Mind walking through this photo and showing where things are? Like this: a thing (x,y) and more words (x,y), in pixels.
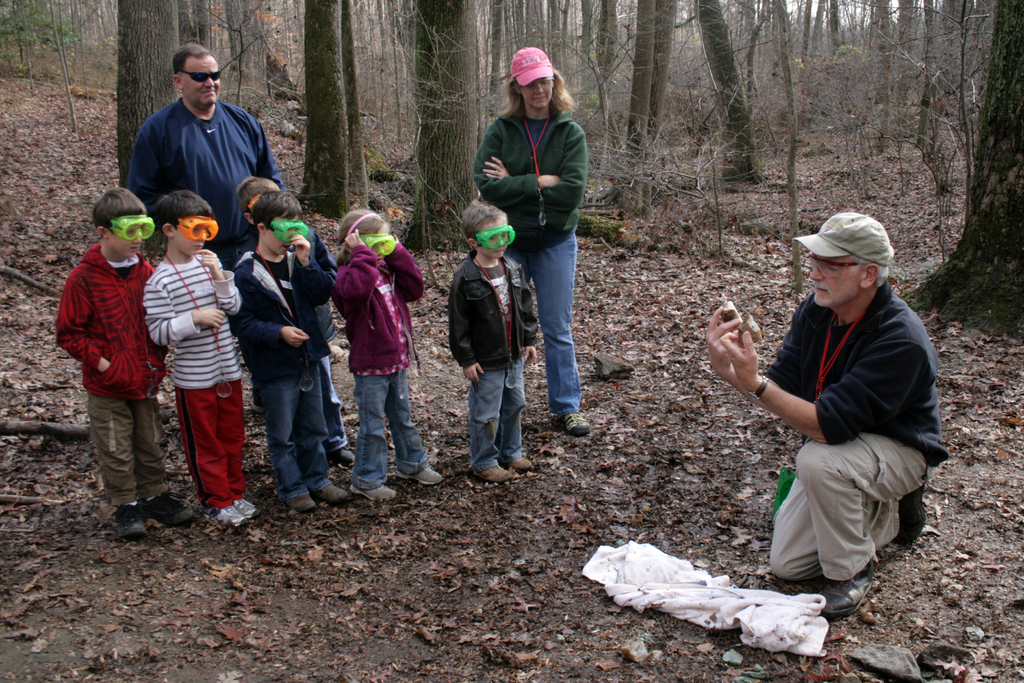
In this image there are people (385,300) standing on a land (661,450) and a man (798,470) laying on knees (803,541), in the background (251,15) there are trees (792,109).
